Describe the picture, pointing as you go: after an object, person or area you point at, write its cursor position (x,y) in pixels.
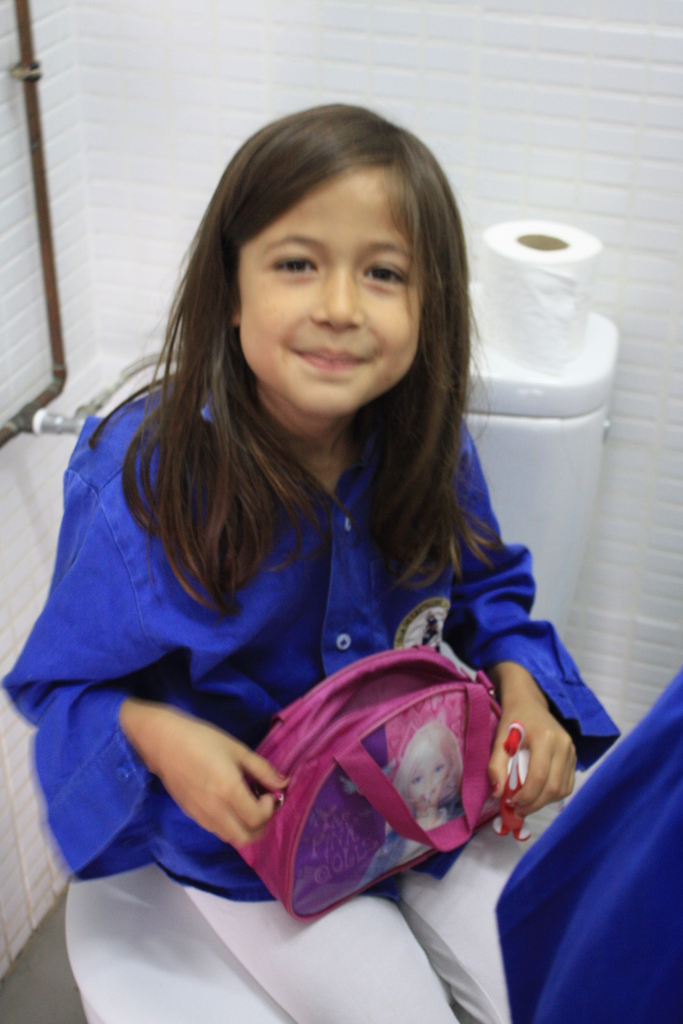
In this image in front (105,988) there is a person (218,826) sitting on the toilet (163,984) and she is holding the bag (434,780) and some object (510,830). Behind her there is a toilet roll paper (515,247). In the background of the image (366,39) there is a wall (343,30). On the right side of the image (504,908) there is a cloth (581,928).
